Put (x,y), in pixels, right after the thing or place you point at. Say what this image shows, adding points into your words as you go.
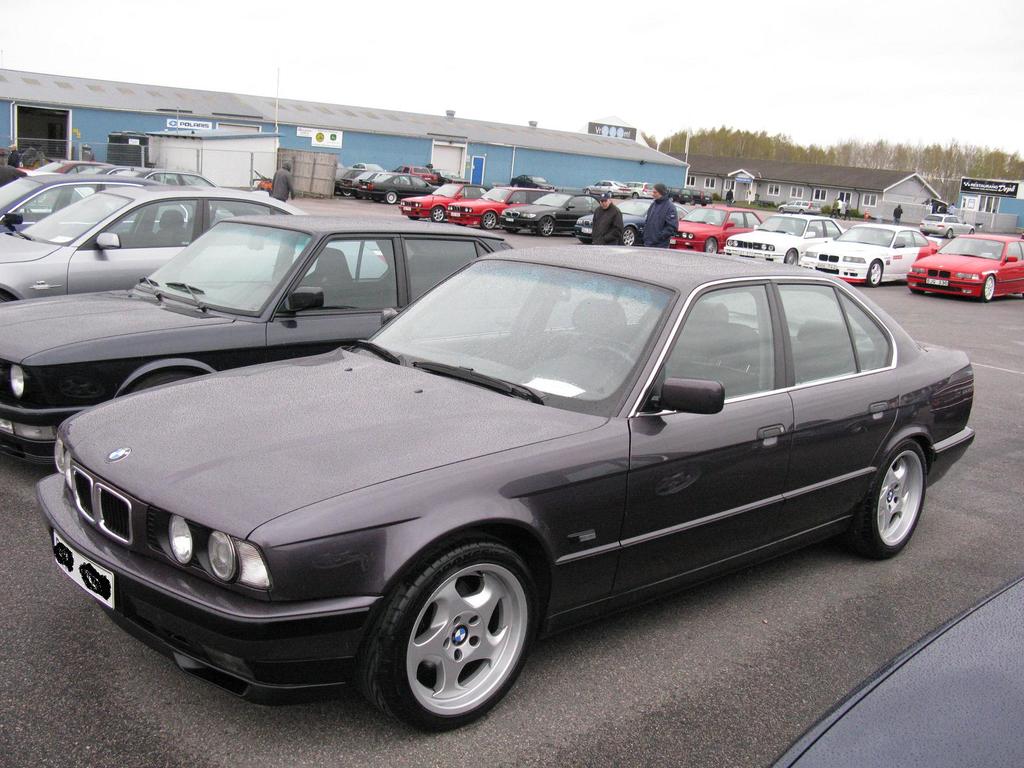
In the image in the center (523,308) we can see few vehicles (548,353) were parking. And we can see few people (602,220) were standing. In the background (834,77) we can see the sky (834,77), clouds (794,114), trees (909,168), plants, sign boards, buildings (515,134) etc.
